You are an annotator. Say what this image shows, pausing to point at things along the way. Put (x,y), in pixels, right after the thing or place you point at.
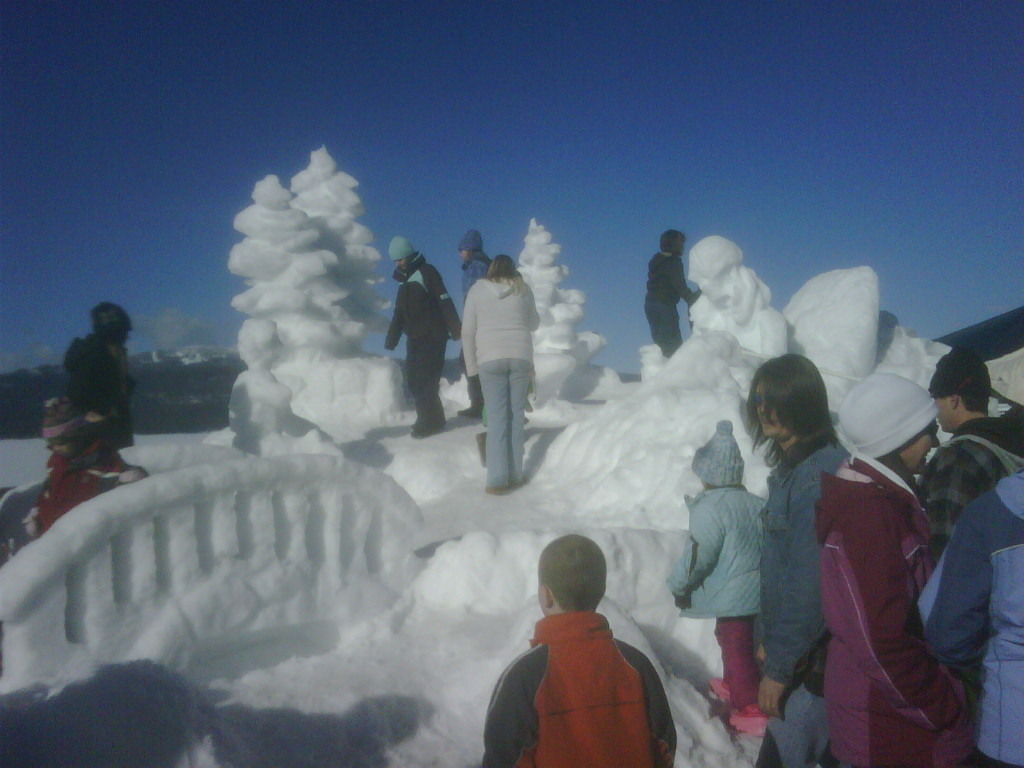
In the image there are few people (795,503) and in front of them there is some architecture (351,440) made up of ice (294,465) and around some sculptures (285,388) there are few people (414,392).
